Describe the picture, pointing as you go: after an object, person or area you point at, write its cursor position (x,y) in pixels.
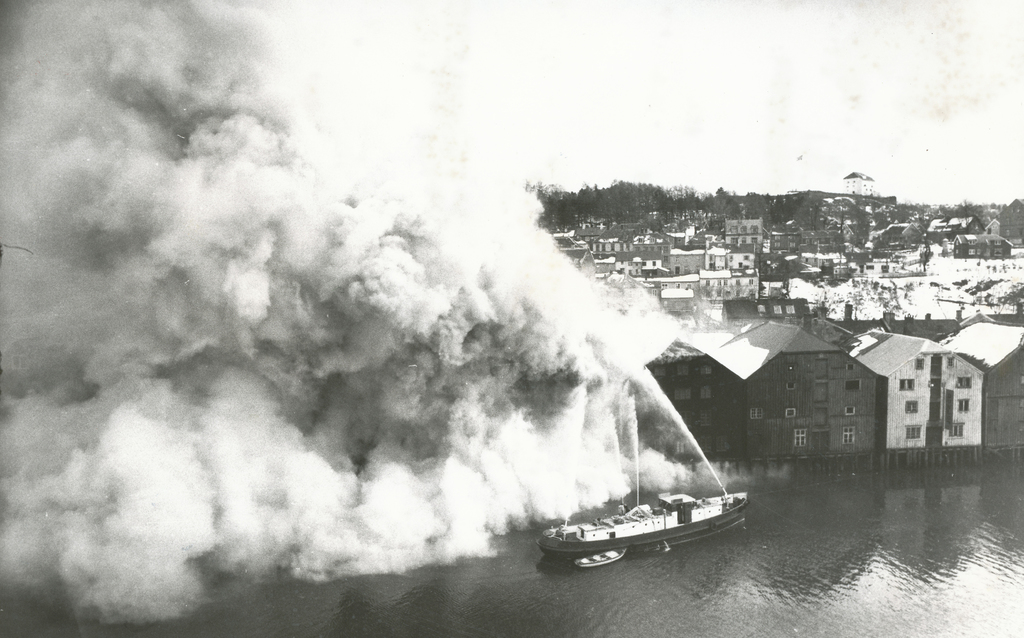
In this picture there are buildings (828,256) and trees (714,215). In the foreground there is a ship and there is a boat (590,559) on the water (680,573). On the left side of the image (174,362) there is smoke (186,332). At the top (638,79) there is sky (735,86). At the bottom (814,575) there is water (817,555).
